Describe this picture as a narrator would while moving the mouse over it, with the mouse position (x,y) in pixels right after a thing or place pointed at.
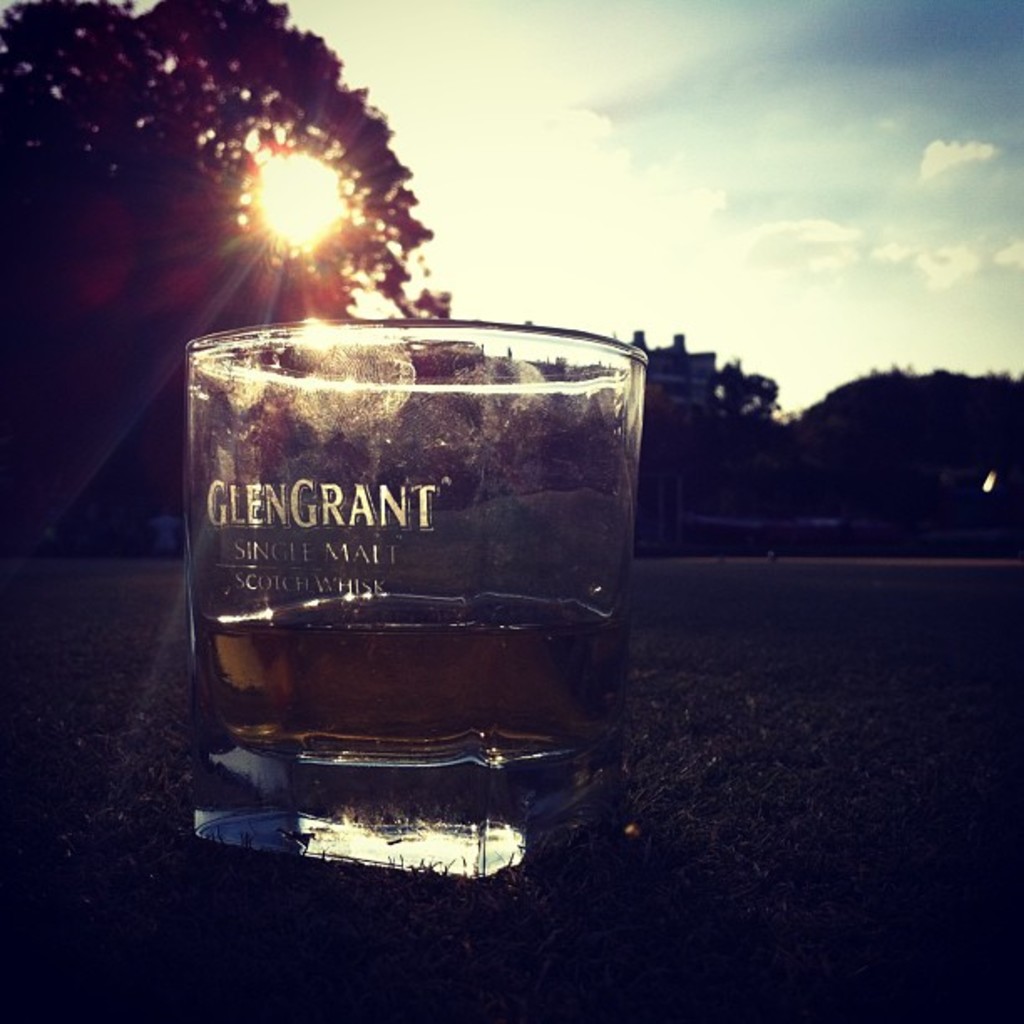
In this image I can see an open grass ground (686,878) and in the front (229,530) I can see a glass (607,684) on the ground (691,598). I can also see liquid (427,649) in the glass (394,601). In the background (169,491) I can see number of trees (42,75), a building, clouds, the sun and the sky (595,136).
